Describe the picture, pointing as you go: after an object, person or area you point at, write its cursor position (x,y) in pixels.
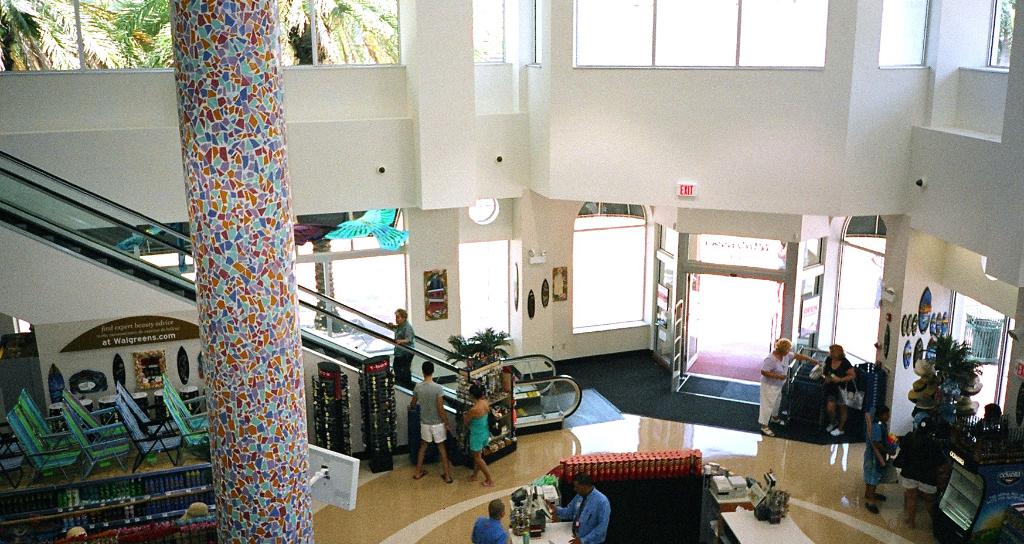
In this image we can see pillar (231,413), person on escalator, persons (765,406), chairs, door (741,307), windows (859,344), plants (939,356), trees (320,47) and wall (568,151).
